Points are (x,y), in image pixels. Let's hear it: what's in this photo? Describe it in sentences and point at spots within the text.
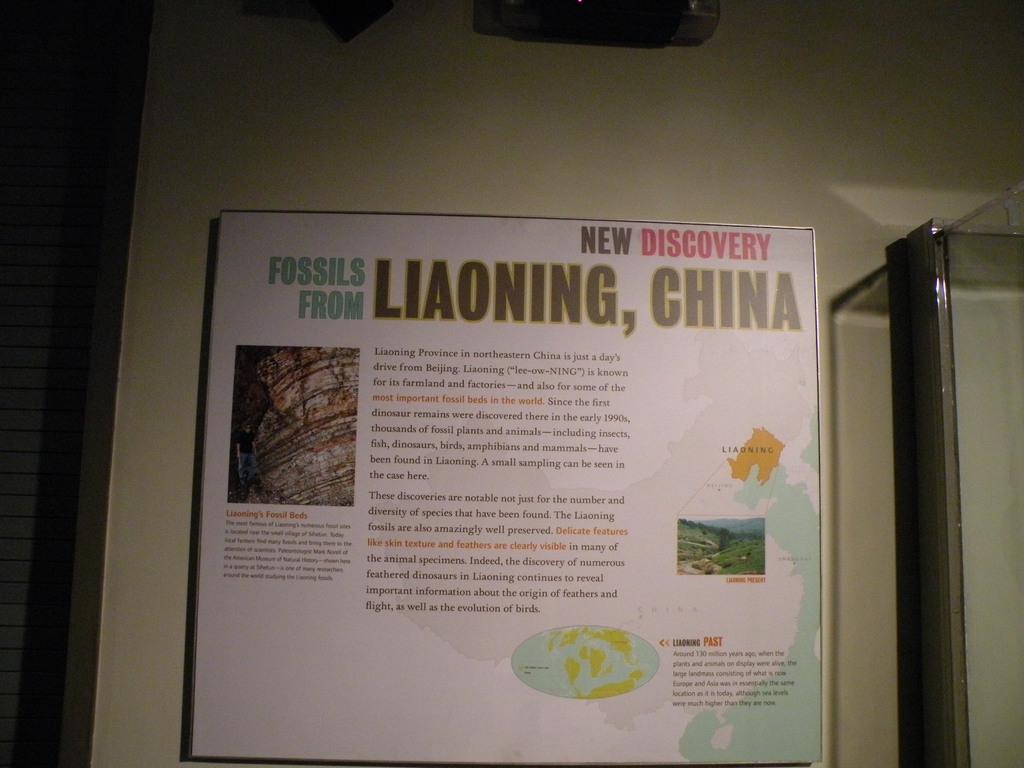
In this picture we can see a board (420,275) attached to the wall (665,173), glass (1007,513) and objects (618,10).
